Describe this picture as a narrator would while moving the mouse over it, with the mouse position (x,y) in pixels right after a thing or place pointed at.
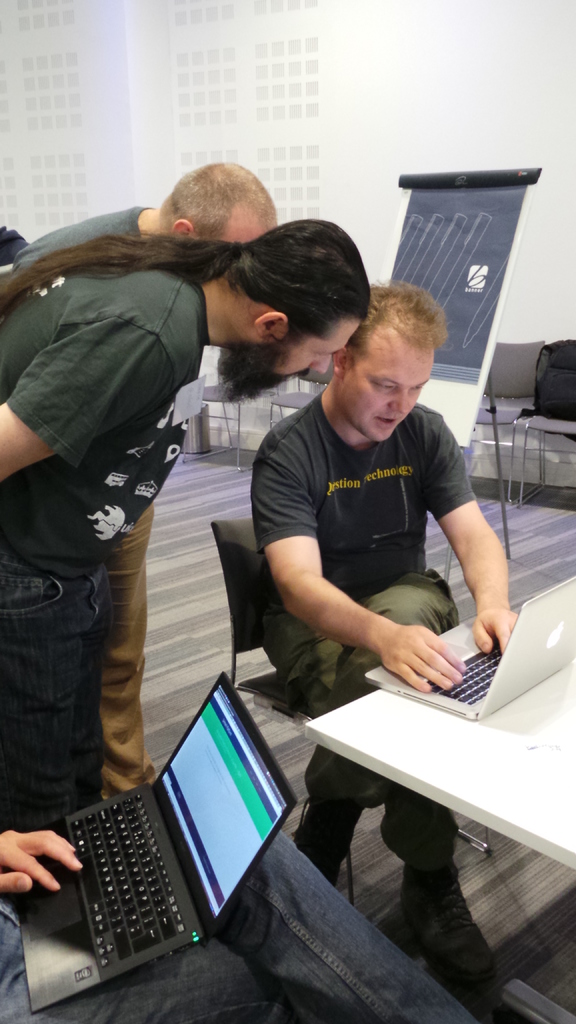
As we can see in the image there are three people (83,535). The man (329,570) who is sitting here is looking at the laptop (517,657) and there is a table (458,808) over here. In the background (484,296) there is a black color board (491,237) over here.
